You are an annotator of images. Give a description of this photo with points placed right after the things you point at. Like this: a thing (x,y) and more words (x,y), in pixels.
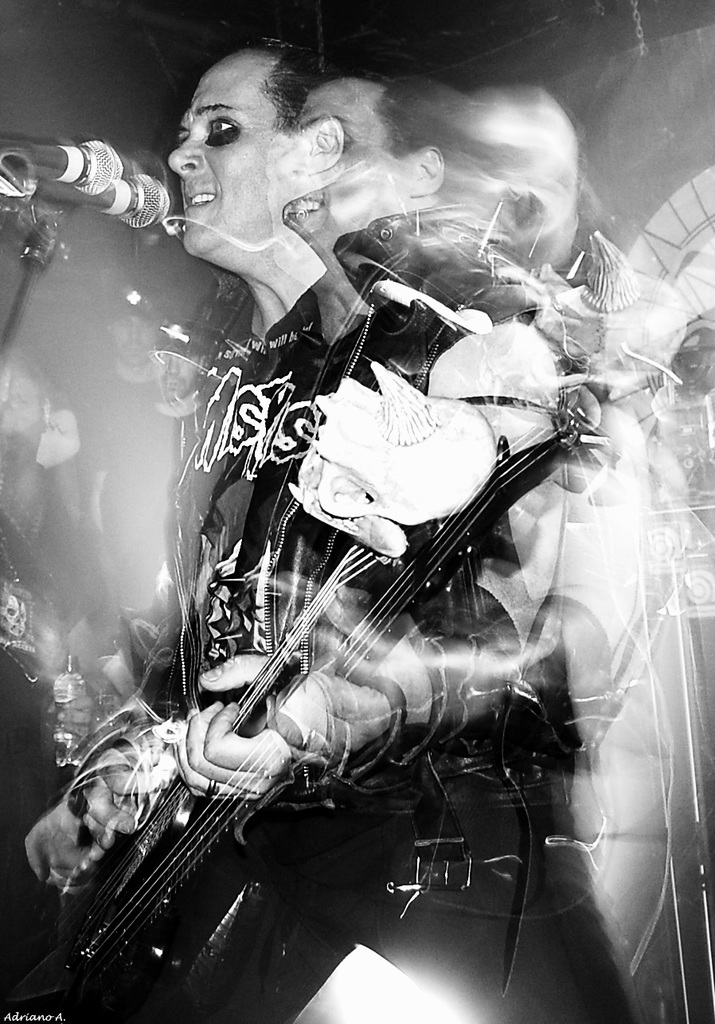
In this picture i can see a human (253,348) Standing and playing a guitar (244,765) and singing with the help of a microphone (67,168).
